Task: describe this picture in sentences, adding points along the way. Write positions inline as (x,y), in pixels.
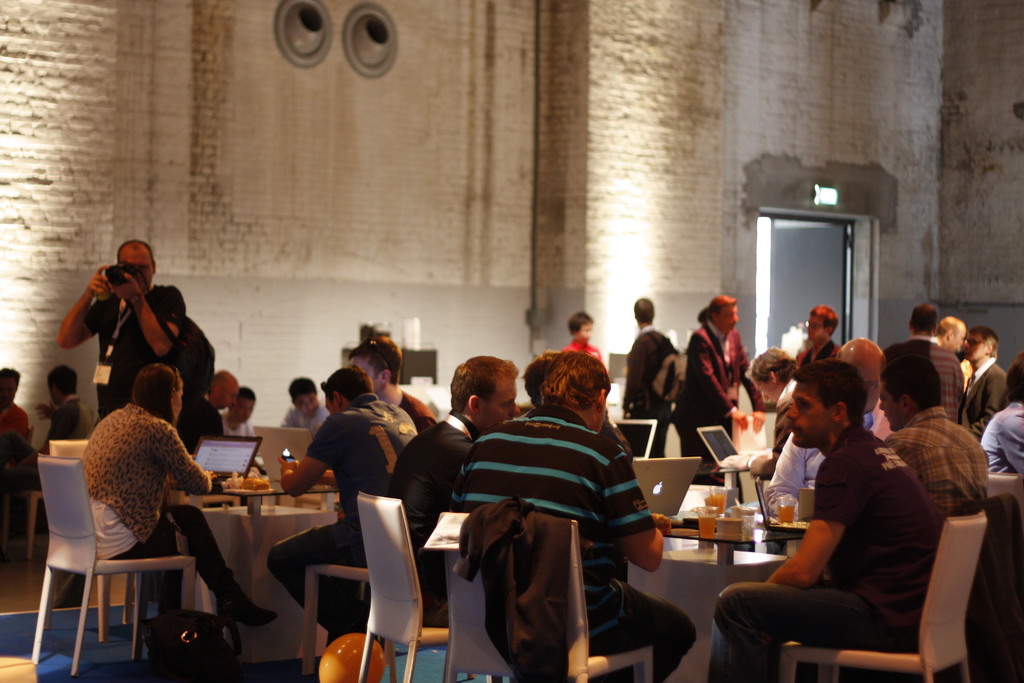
In the image there are group of people (473,498) sitting on chair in front of a table (760,561). On table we can see laptop (682,478), glass (701,527) with some liquid content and some food (241,484). On left (168,335) there is a man (151,333) wearing a backpack (202,333) holding a camera (133,268). On right side (988,364) there are group of people (814,360) standing, in background (408,225) there is a wall (561,189) which is in white color and also a door (839,240) which is opened.
